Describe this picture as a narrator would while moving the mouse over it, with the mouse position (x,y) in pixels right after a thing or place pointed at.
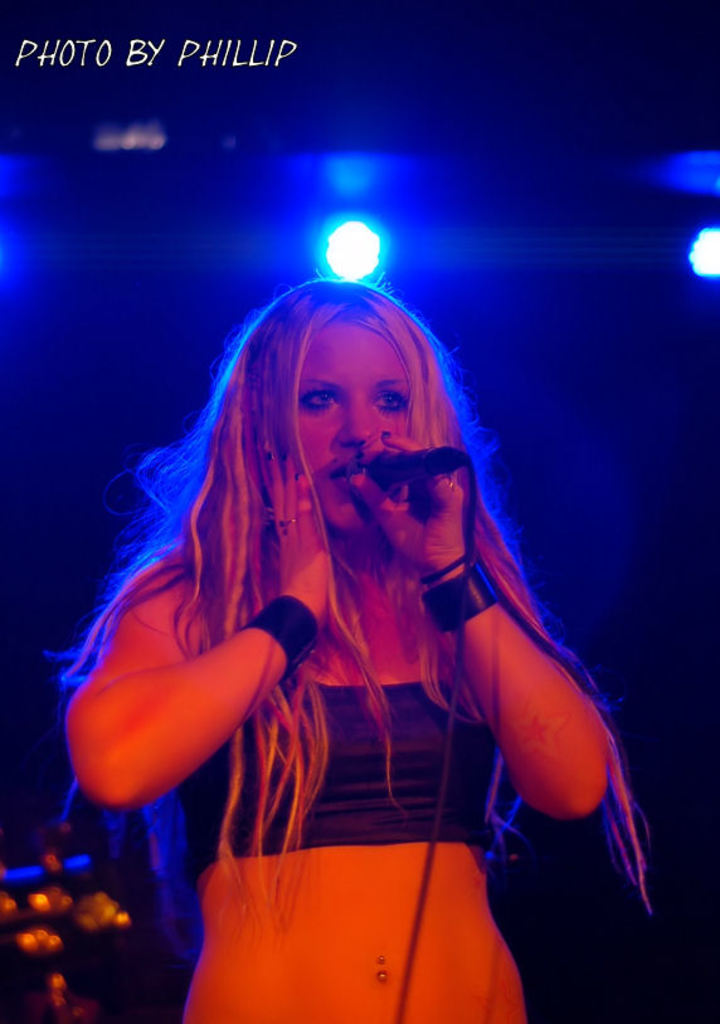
In this image we can see a lady (338,965) is standing and holding a mike (408,973) in her hand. On the top of the image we can see a text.
